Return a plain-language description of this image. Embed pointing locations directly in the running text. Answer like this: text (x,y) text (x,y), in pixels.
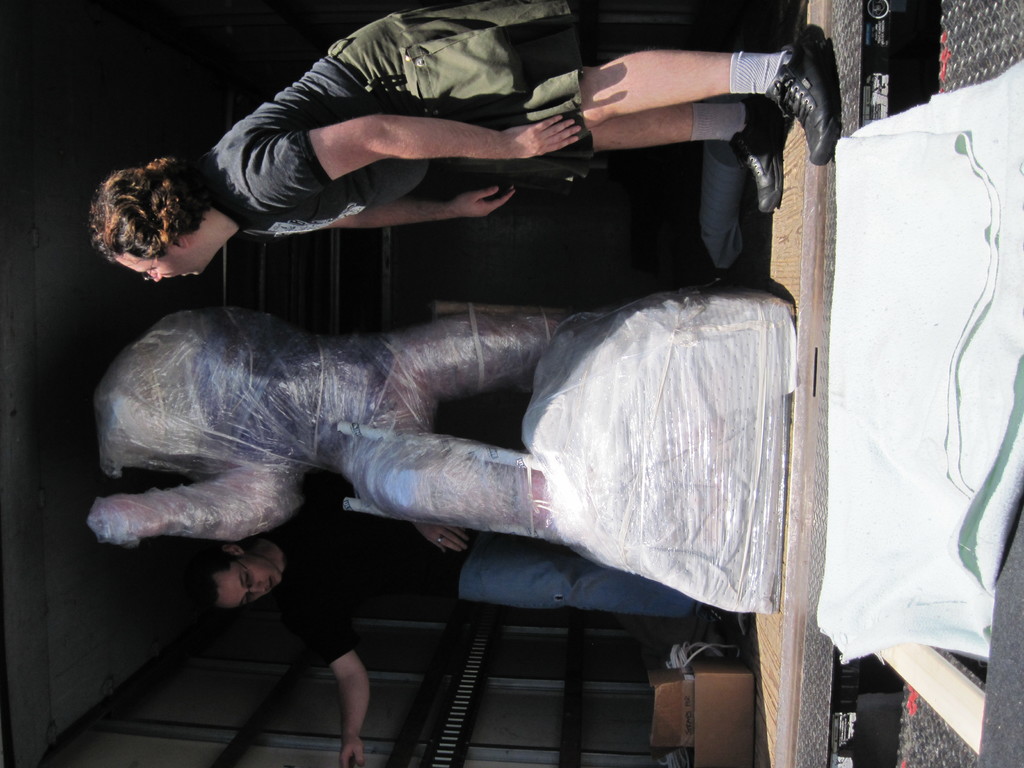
In the picture we can see two men (395,191) standing on floor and there is an object (370,397) which is wrapped by cover (282,462) in between them.
